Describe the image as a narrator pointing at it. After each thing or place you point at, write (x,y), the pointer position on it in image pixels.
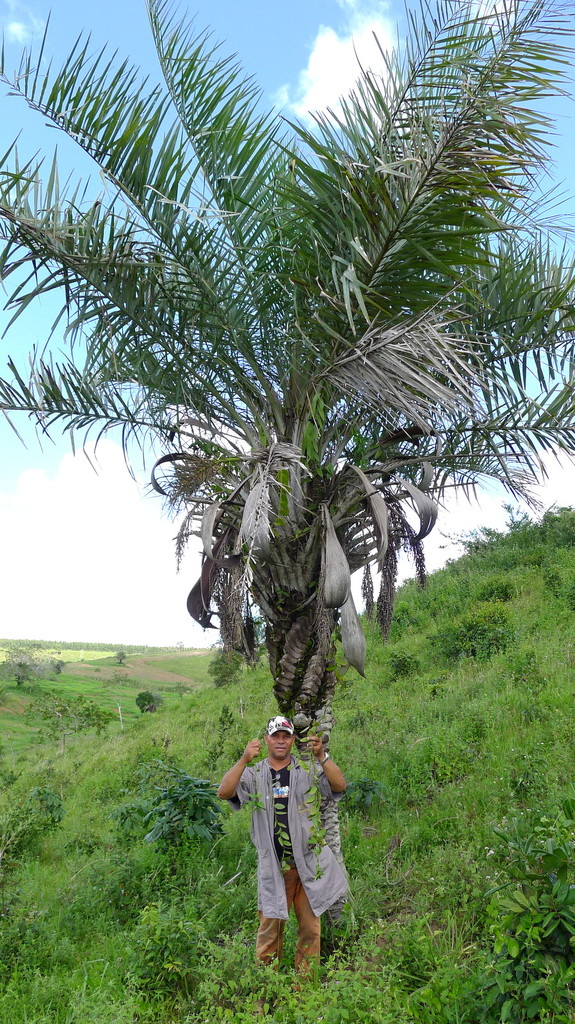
In the middle of this image (278,402), there is a tree (299,321) having leaves (303,362). Beside this tree (337,804), there is a person (286,741) standing on the ground (325,971), on which there are plants (434,899). In the background (117,699), there are trees (22,646) and grass (117,662) on the ground (68,679) and there are clouds (103,511) in the blue sky (258,89).
